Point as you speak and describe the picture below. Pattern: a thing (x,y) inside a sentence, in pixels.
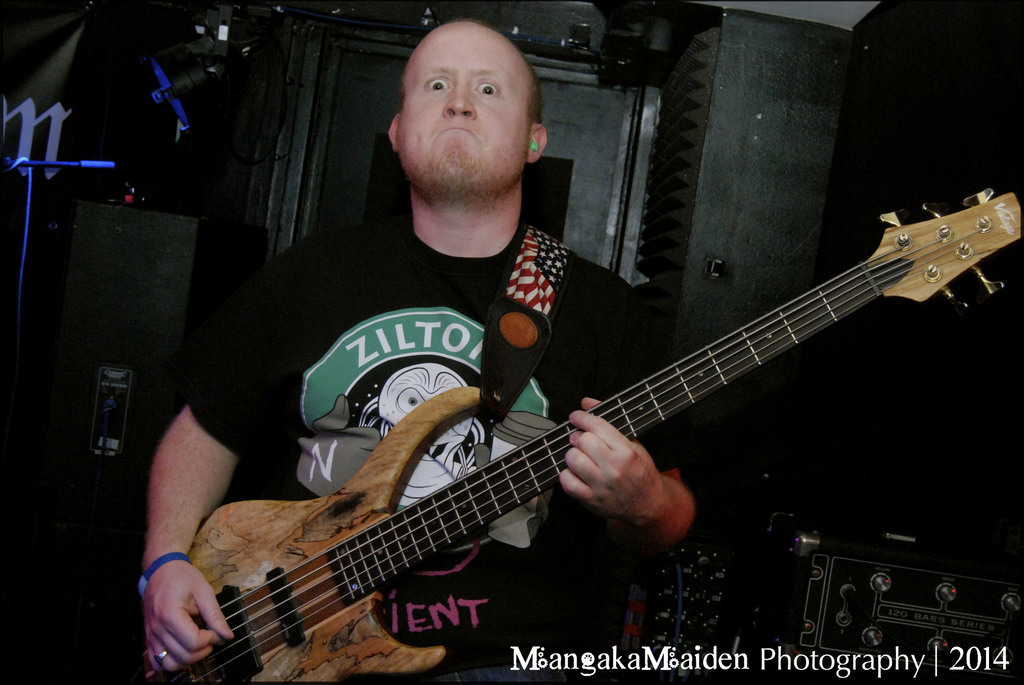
In the image there is a man (368,418) playing the guitar (932,268) and he is giving a fiery expression, behind the man (458,76) there are some lights (185,89) and other equipment (1008,676).
